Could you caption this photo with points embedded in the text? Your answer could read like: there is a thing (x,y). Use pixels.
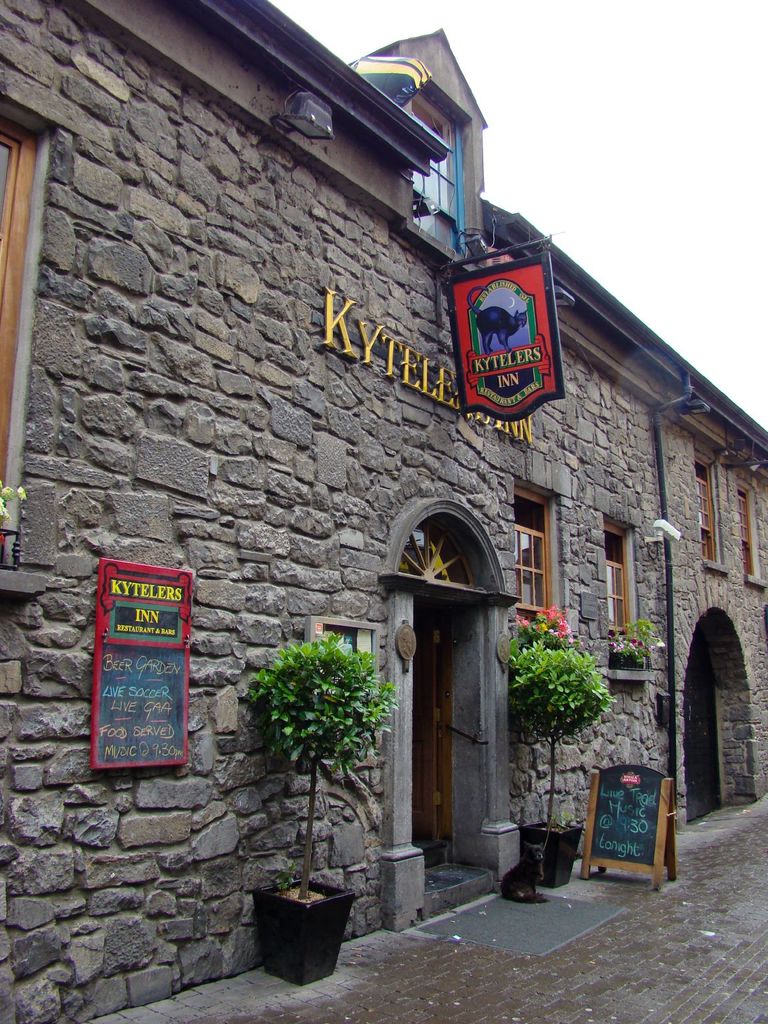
In this image there is a building (474,597), there are a few boards (496,356) with some text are hanging on the wall (568,425), in front of the building (316,870) there are a few plant pots (288,939) and there is a dog (508,875), beside the dog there is a board (630,807) with some text (618,839). In the background (637,215) there is the sky (728,224).
